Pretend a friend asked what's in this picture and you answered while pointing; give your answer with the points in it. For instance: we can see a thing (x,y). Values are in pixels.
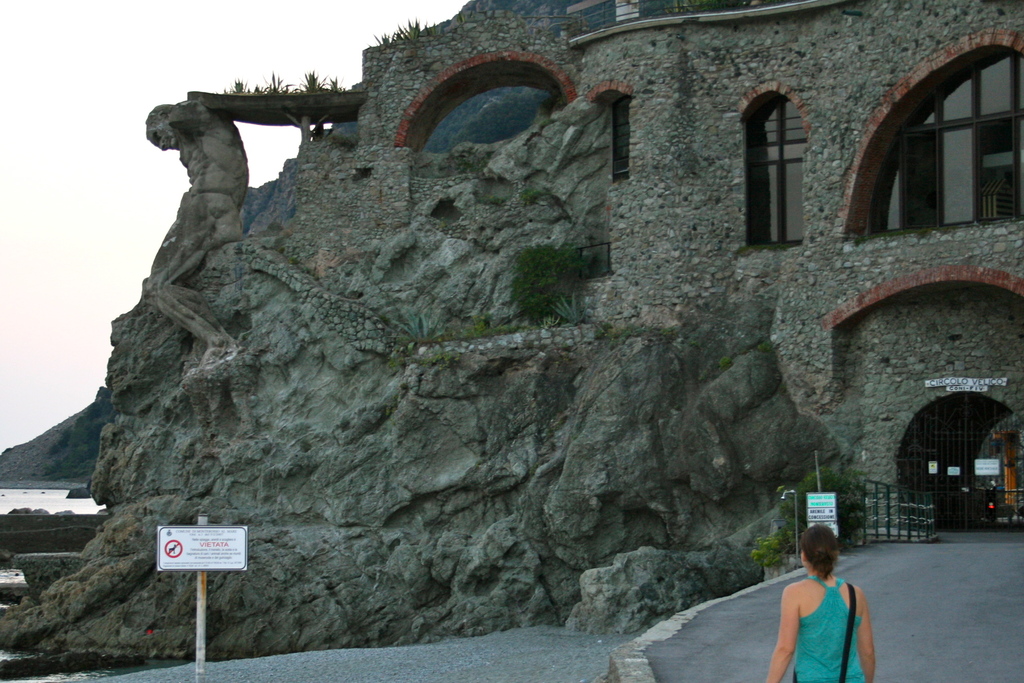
Here in this picture we can see a building (718,117) present and on the left side (272,310) we can see rock stone structure (286,357) present over there and we can also see its windows (935,153) and gate (950,463) present over there and in the front (838,547) we can see a woman (829,561) standing over there and we can see some boards (201,552) also present over there and on the left side (58,495) we can see water (55,495) over there and we can also see plants (238,87) present over there.
